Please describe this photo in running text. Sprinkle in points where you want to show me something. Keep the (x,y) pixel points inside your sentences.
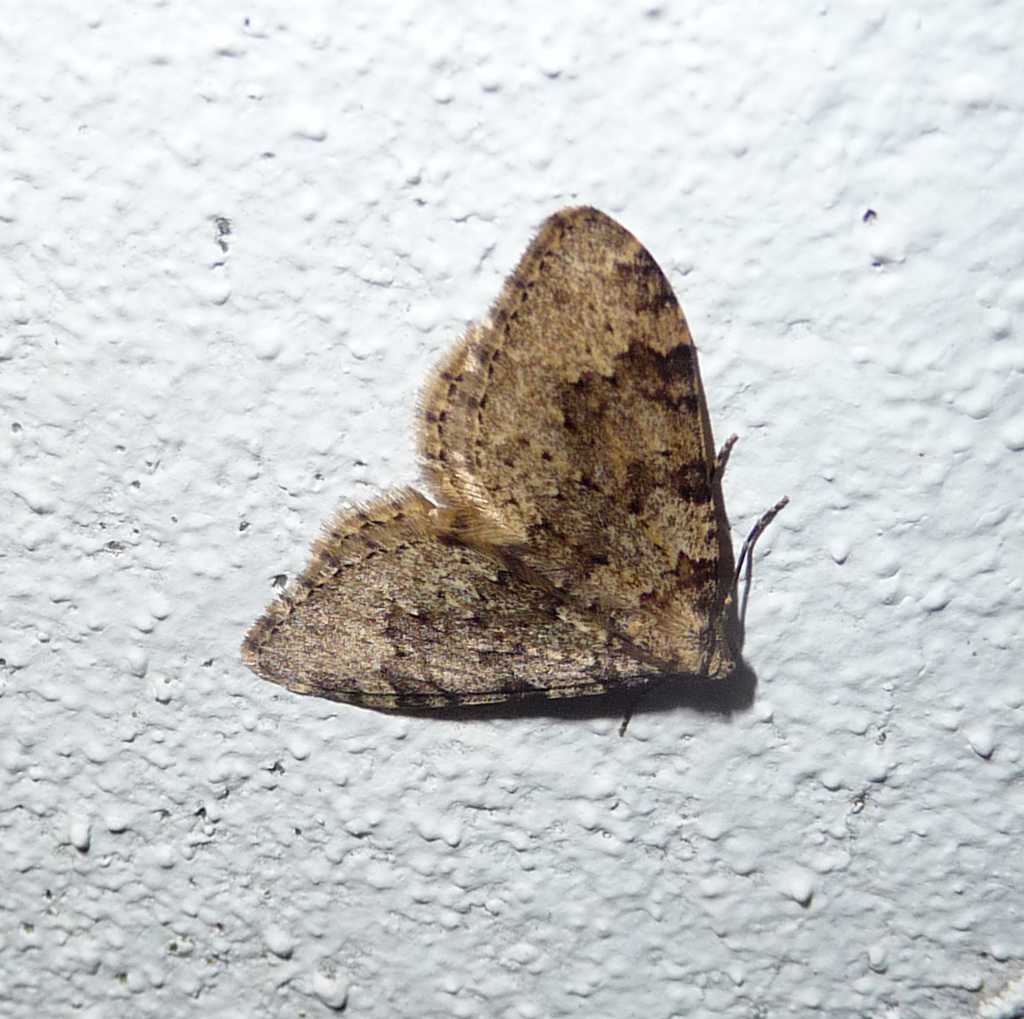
In this image we can see moth (702,472) on the wall (192,816).
